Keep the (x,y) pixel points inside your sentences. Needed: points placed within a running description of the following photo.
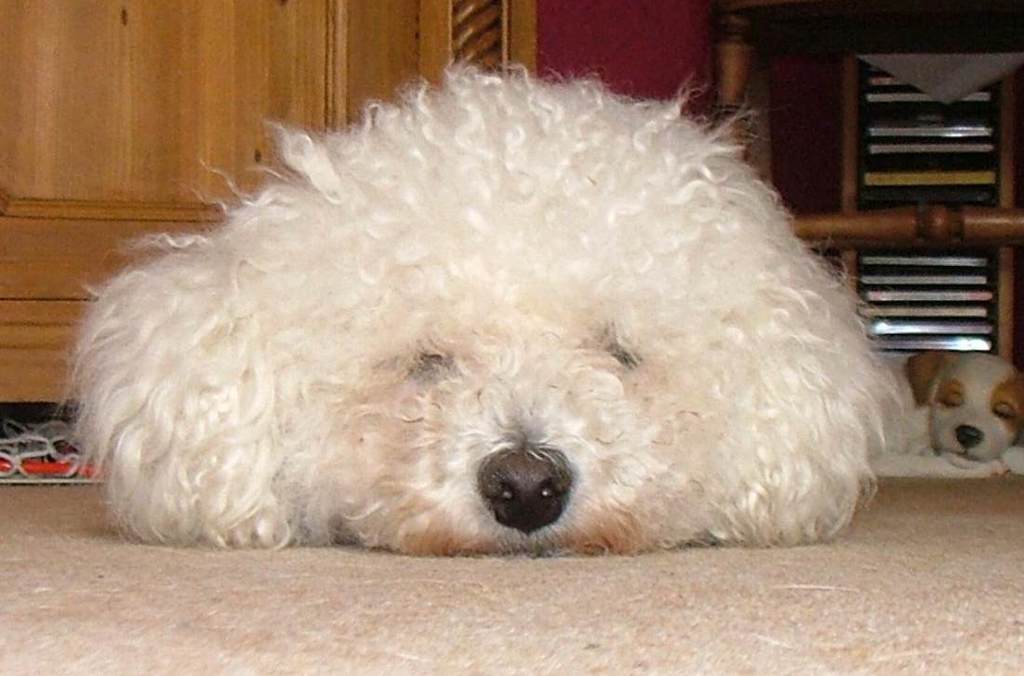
in this image I see a dog (487,322) over here which is of white in color and I see a soft toy of a dog (962,403) over here which is of white and cream in color and I see the floor (77,494). In the background (27,310) I see the brown color things (390,55).
